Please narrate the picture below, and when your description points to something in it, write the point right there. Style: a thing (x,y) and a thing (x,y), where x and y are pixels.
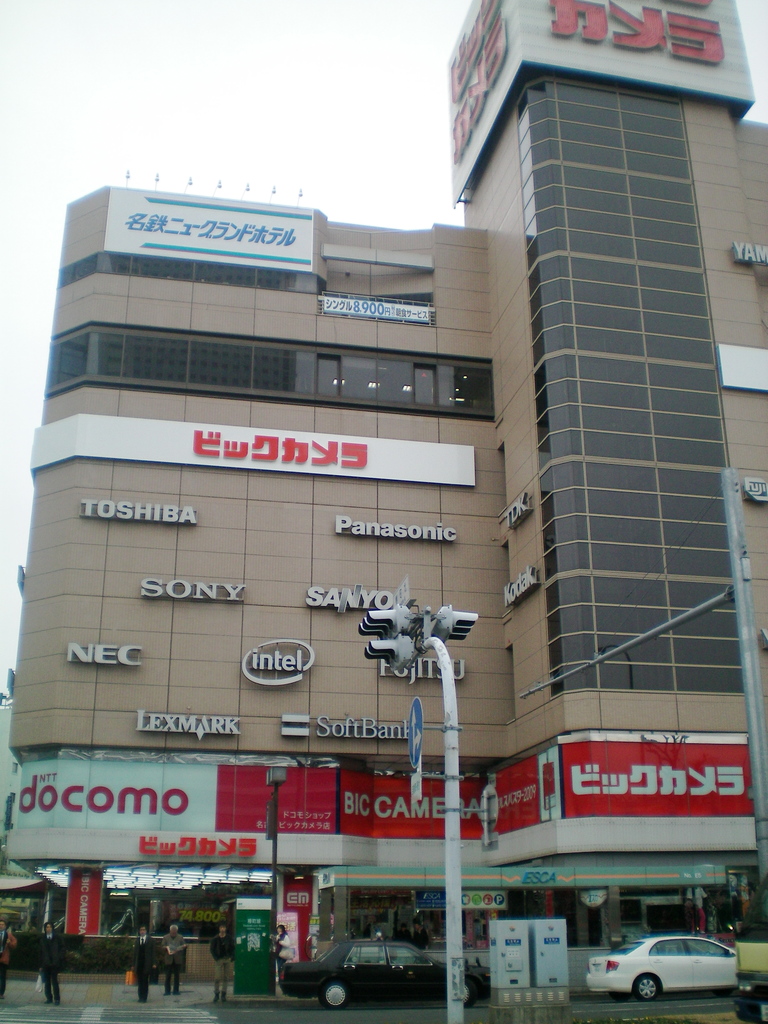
In this image, there is a building (177,731) with name boards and I can see traffic signals (442,618) and a sign board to a pole (451,814). At the bottom of the image (355,984), there are cars (373,978) on the road (171,1013), light pole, objects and I can see few people (171,963) standing. In the background (209,140), there is the sky (353,140).
